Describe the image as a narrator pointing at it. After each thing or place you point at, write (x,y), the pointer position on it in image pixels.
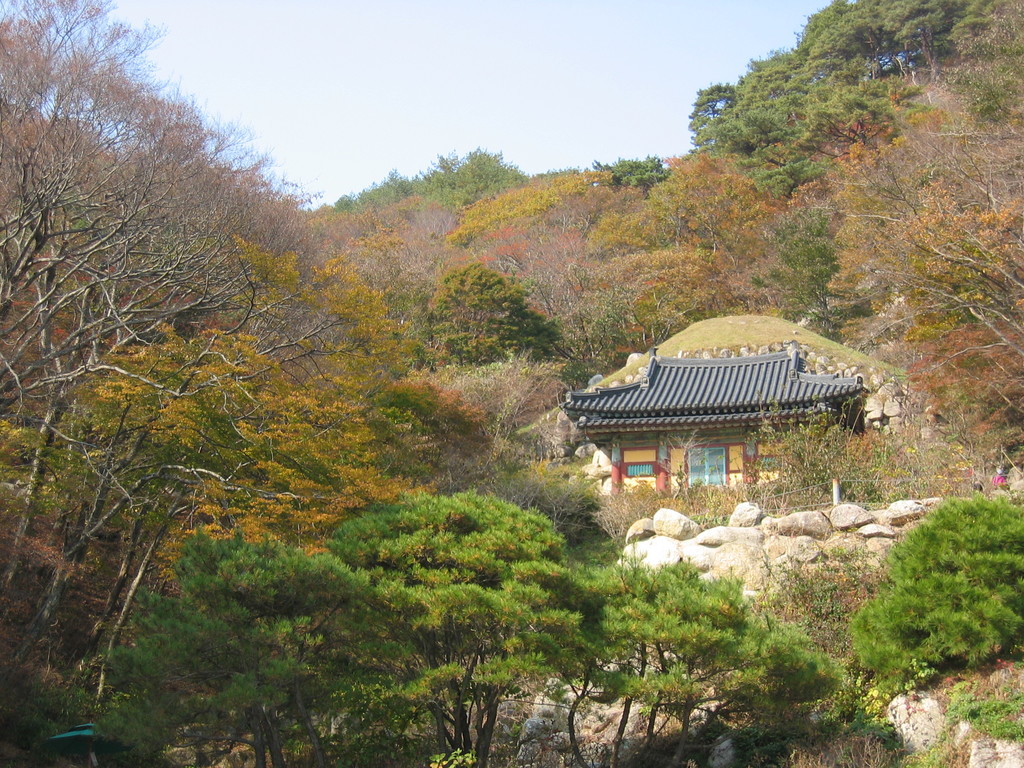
In this image I can see few trees (356,377), house (714,426), windows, doors (705,482), fencing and few stones (847,513). The sky (571,134) is in blue and white color.
